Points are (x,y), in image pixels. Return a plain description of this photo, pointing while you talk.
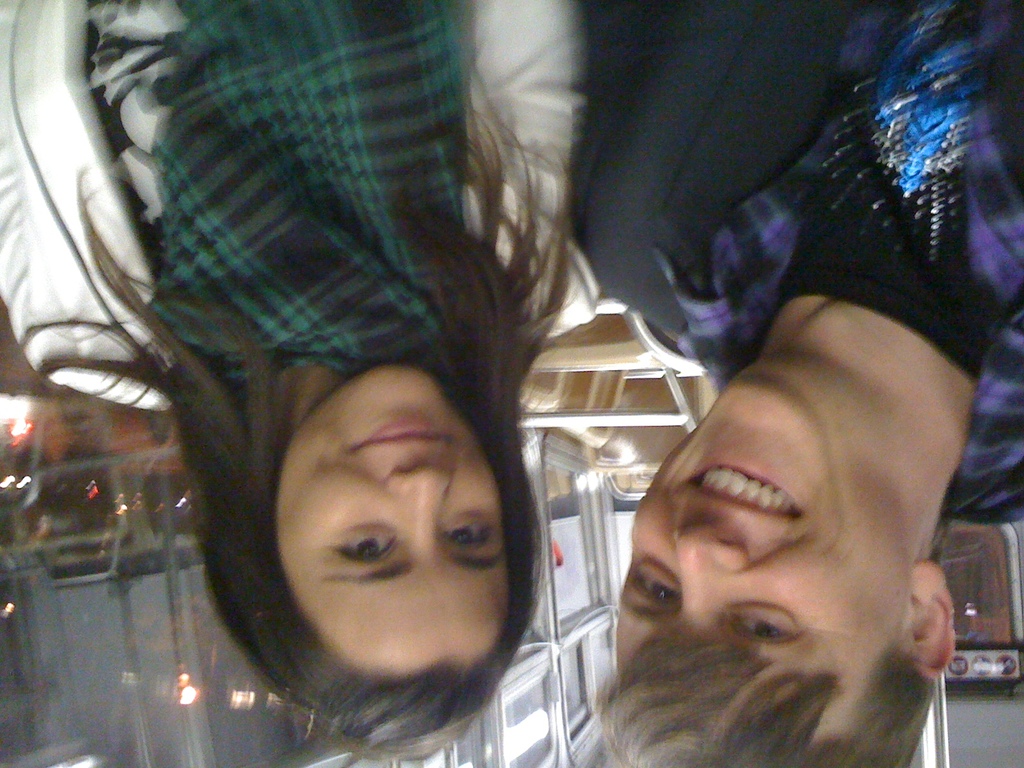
In this image we can see two persons (679,469) and they are smiling. In the background (148,562) we can see lights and few objects (945,714).
